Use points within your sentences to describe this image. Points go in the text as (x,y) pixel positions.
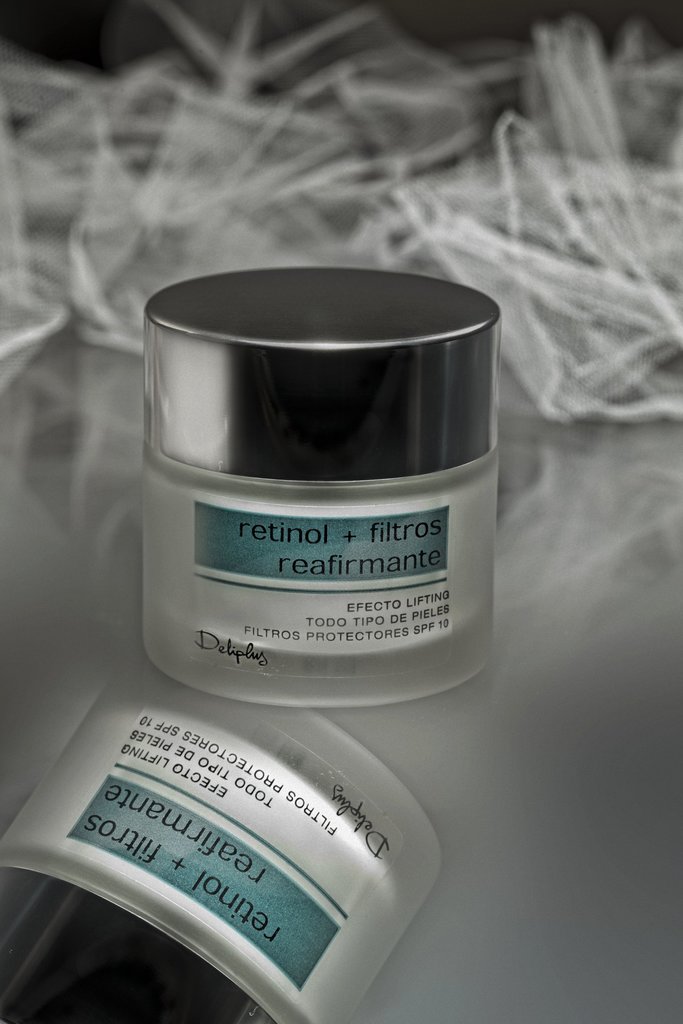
In this image, there is a mirror surface (536,779), on that there is a small box (464,592) kept, on that there is RETINOL+FILTROS is written.
